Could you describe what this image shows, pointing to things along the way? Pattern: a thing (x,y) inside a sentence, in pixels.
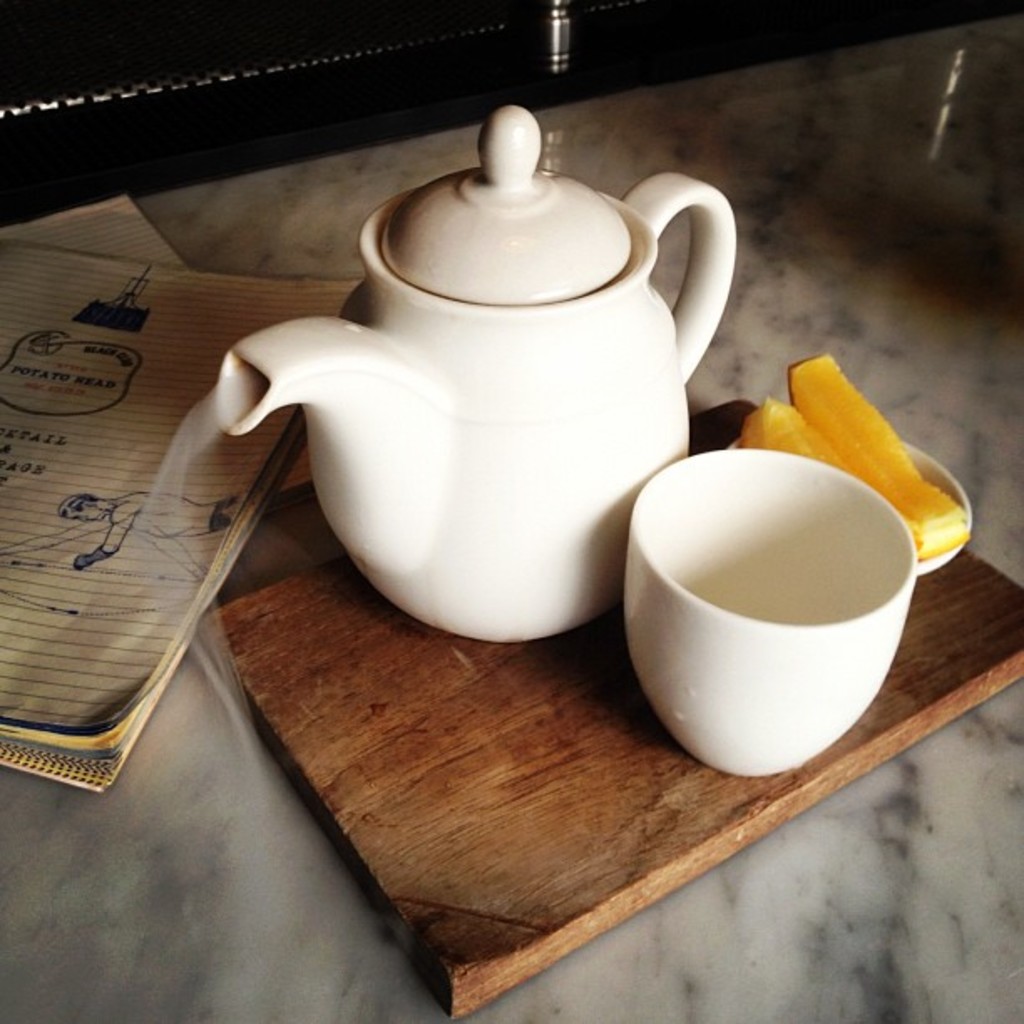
In this picture we can see table (752,169) and on table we have book (93,531), wooden plank (561,788) and on wooden plank (494,878) there is tea pot (536,403), cup (721,527), plate (957,504) some food (872,466) in it.
